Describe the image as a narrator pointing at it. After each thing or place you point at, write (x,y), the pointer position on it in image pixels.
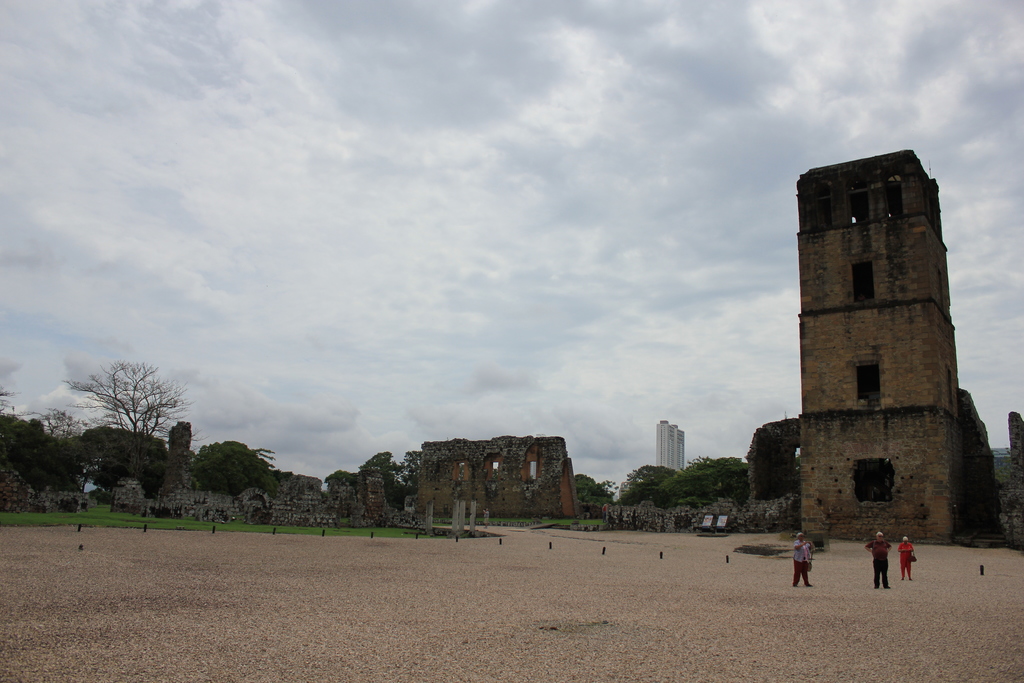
In this image I can see group of people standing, background (967,290) I can see few buildings (832,433) in cream and white color and the sky (643,237) is in white color.
